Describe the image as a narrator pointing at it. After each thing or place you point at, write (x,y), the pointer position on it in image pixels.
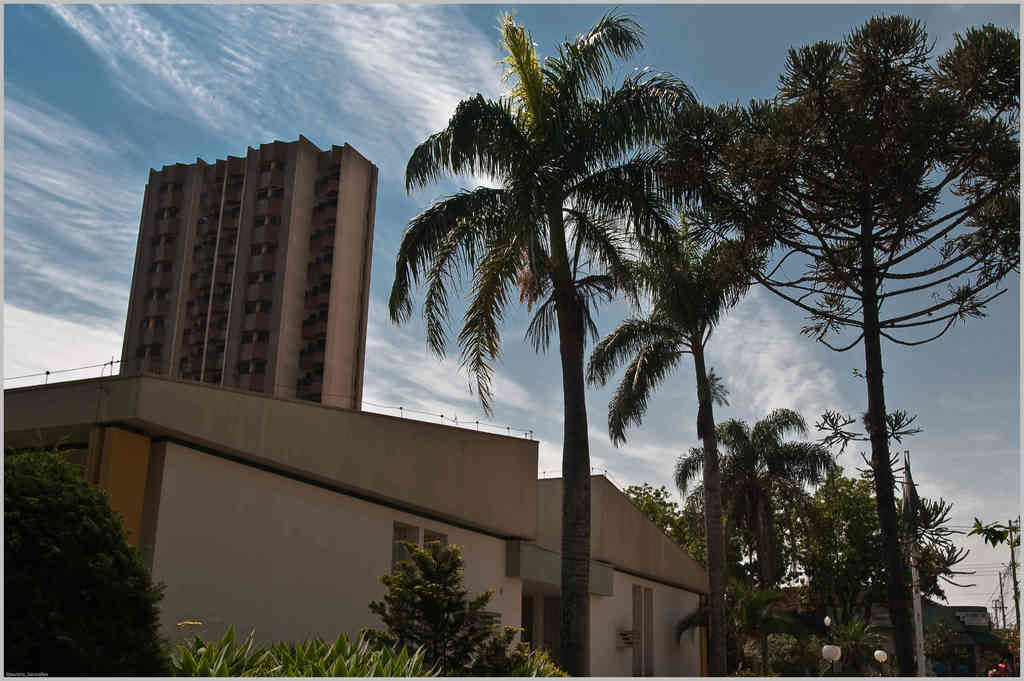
In this image I can see number of trees (583,532), number of buildings (529,563) and on the bottom side of this image (1000,613) I can see few lights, few poles (1014,589) and wires (968,577). In the background (50,273) I can see clouds (48,352) and the sky (758,386).
